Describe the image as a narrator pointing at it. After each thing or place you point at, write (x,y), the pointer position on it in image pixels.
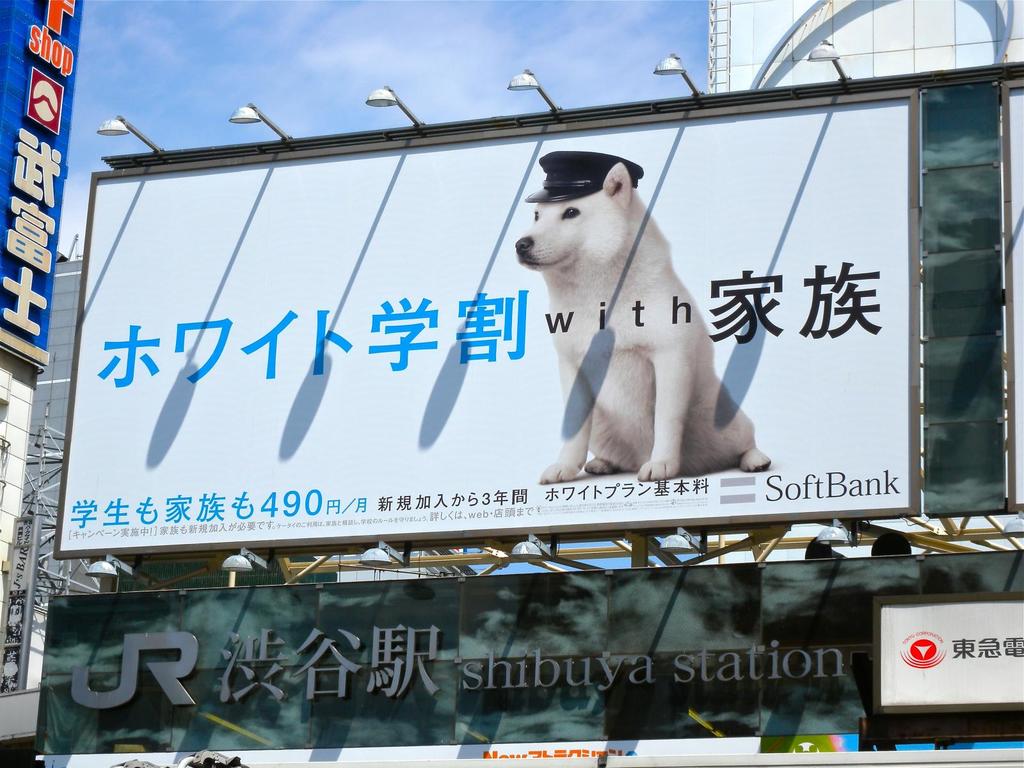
In the image we can see there are hoarding (650,276), there is a dog (646,343) sitting and he is wearing hat (567,156). There are other banners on the hoarding (760,334) and behind there are buildings (966,310). There is a cloudy sky (347,66).
